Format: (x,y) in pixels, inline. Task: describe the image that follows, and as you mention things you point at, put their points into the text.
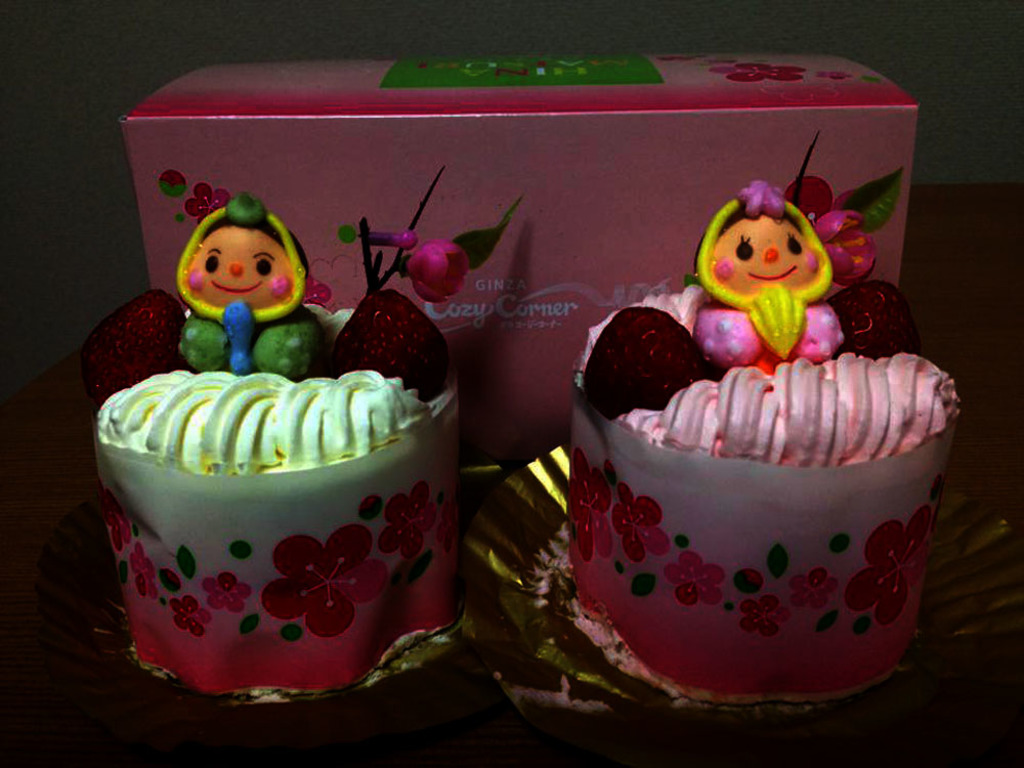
This is a zoomed in picture. In the foreground (581,583) we can see the two cupcakes (432,418) and there is a pink color box (574,180) and we can see the text (559,311). In the background (75,125) there is an object (937,40) seems to be a wall (48,175).
